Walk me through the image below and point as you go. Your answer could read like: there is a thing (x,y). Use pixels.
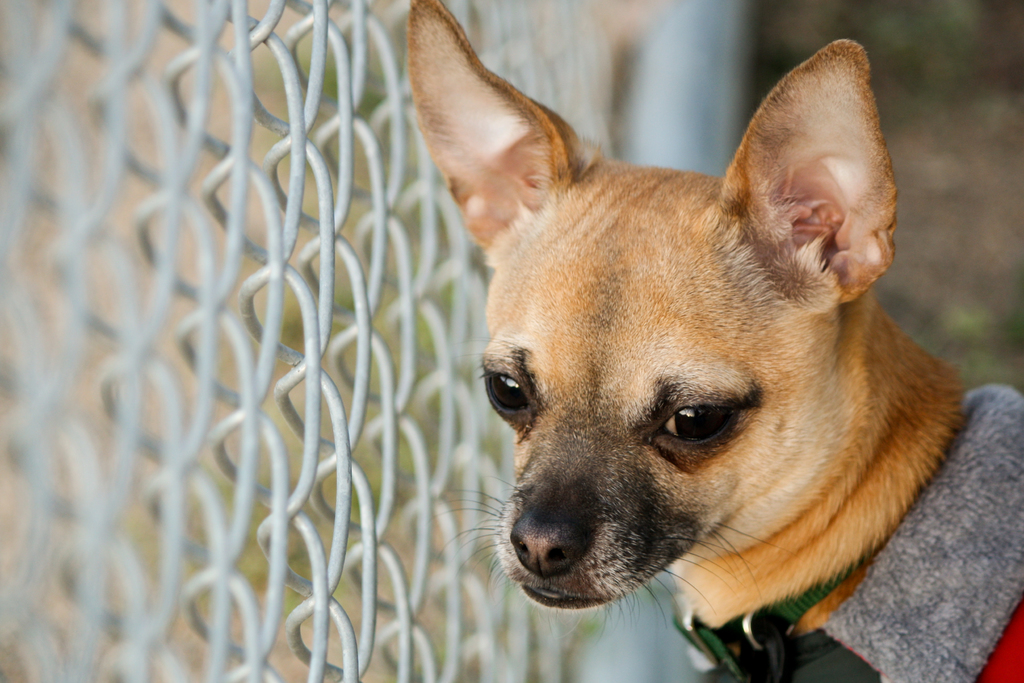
In this image there is a dog (487,221). At left side of the image (58,257) there is a fencing (435,287).
